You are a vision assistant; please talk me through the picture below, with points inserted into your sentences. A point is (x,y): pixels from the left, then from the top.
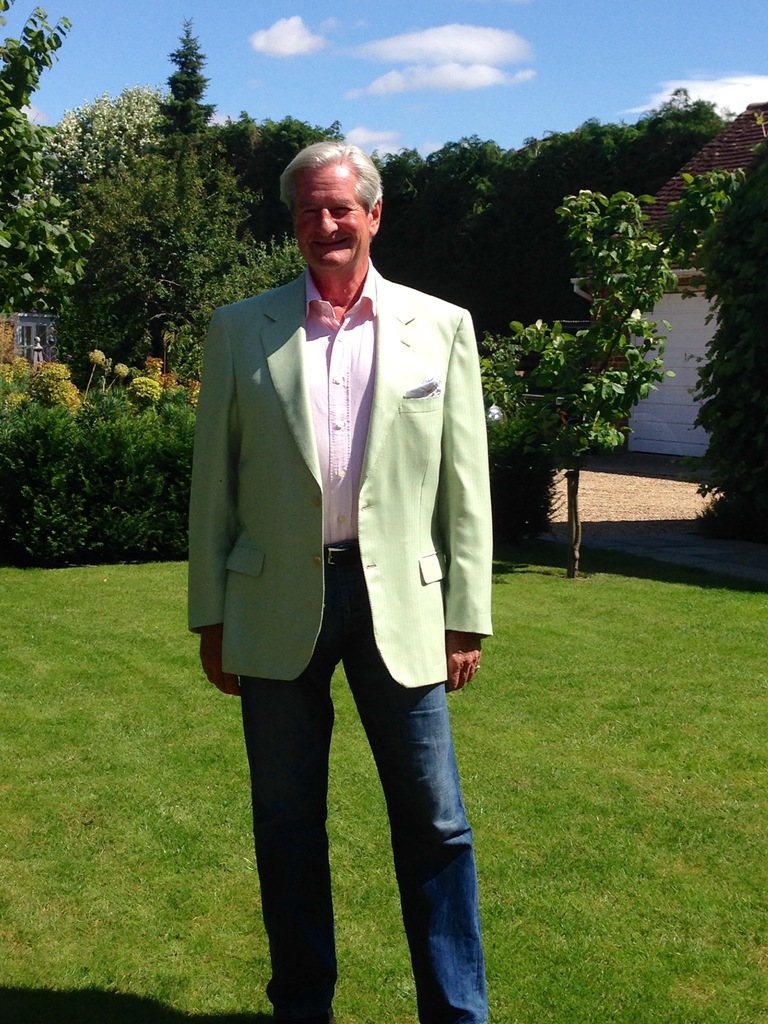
In the center of the image (474,580) there is a person (474,553) standing wearing blazer (387,368). At the bottom of the image (513,971) there is grass (227,965). In the background of the image (45,62) there are trees (17,67), house (724,150), sky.
